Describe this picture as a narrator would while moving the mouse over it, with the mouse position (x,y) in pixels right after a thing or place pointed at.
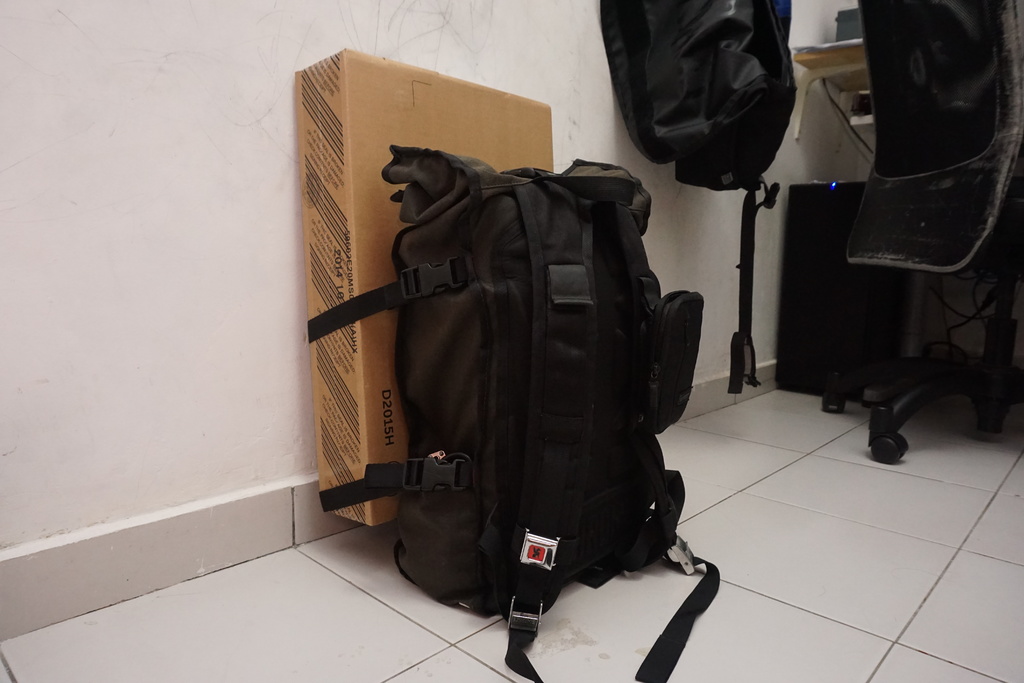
There is a backpack (646,288) which is attached to a cardboard box (370,97) and at the right side of the image (922,223) there is a chair (880,239) and at the middle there is a backpack (648,72) which is hanging and there is a CPU (846,185) in between the chair (914,164) and backpack (764,90).
